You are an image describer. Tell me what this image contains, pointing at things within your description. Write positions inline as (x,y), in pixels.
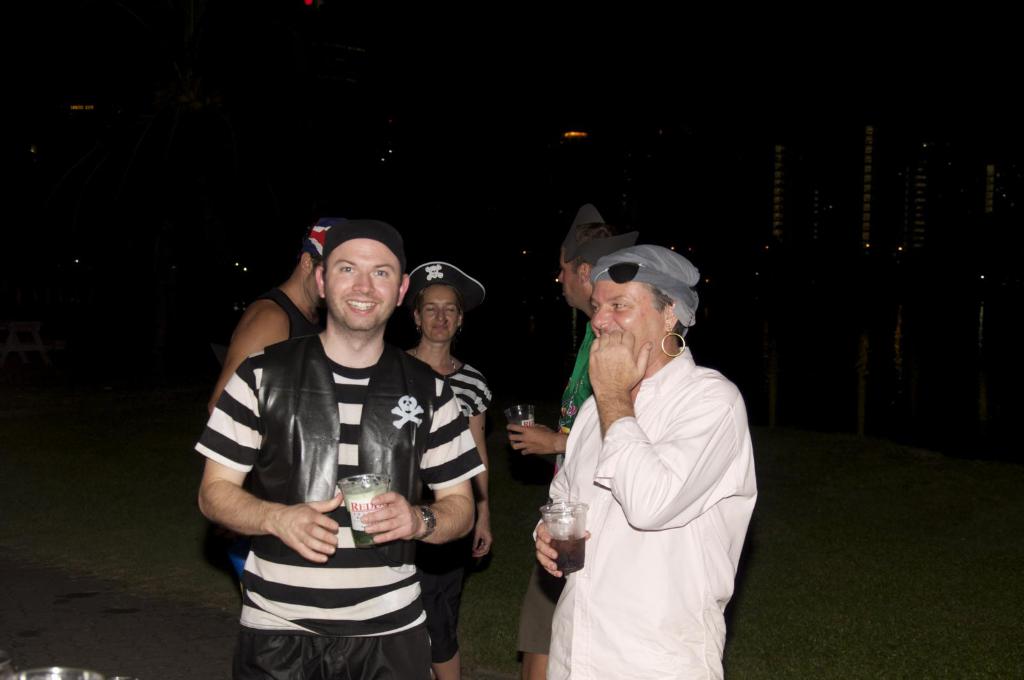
There are many people (259,414). They are wearing caps (326,223). In the background (804,320) it is dark.
